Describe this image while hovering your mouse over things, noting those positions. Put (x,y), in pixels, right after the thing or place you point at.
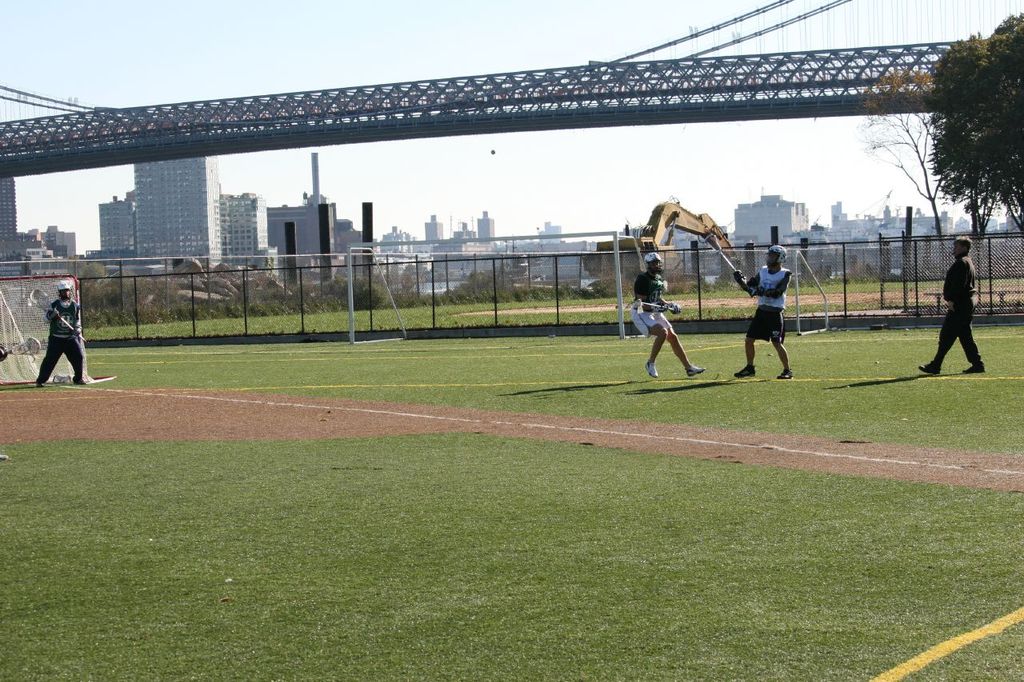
This is a ground (441,405). At the bottom of the image (320,612) I can see the grass (265,612). Here I can see four people (961,279). Three persons (780,299) are wearing t-shirts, helmets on the heads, holding sticks (726,261) in the hands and playing a game. On the right side (970,305) a man (956,300) is walking on the ground (907,388) towards the left side (27,326). In the background (441,314) there is a net (467,304). On the right side (995,119), I can see some trees (934,156). At the top of the image (421,103) there is a bridge (483,112). In the background (222,209), I can see many buildings (149,221) and also there is an excavator (708,221). At the top of the image (242,37) I can see the sky (126,30).
